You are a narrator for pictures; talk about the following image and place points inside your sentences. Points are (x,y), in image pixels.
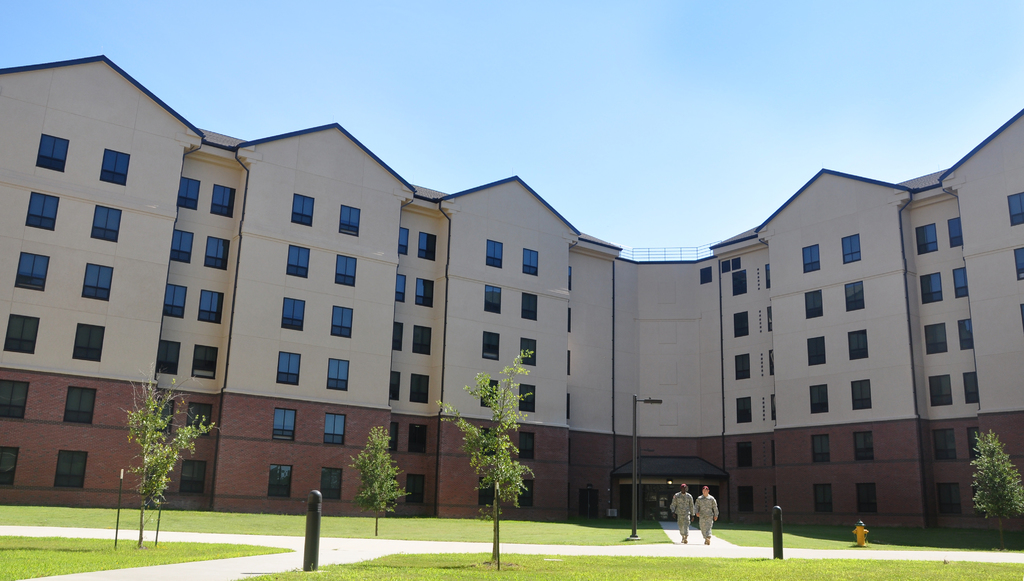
In this picture I can see some buildings (519,405), trees (490,444), grass (481,566) and two persons (700,498) are walking on the path (141,569).
